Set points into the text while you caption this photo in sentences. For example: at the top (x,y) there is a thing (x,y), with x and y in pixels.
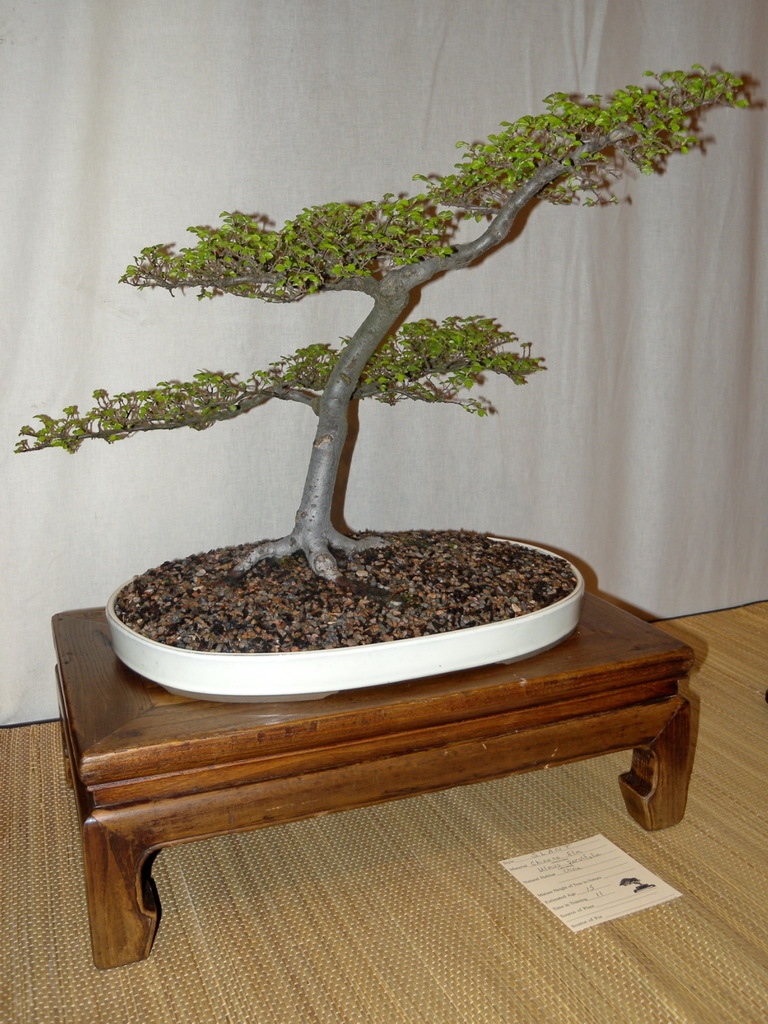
in this image the trees (378,250) in the pot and the pot (307,596) is on the table (286,764) and the background (27,264) is white.
